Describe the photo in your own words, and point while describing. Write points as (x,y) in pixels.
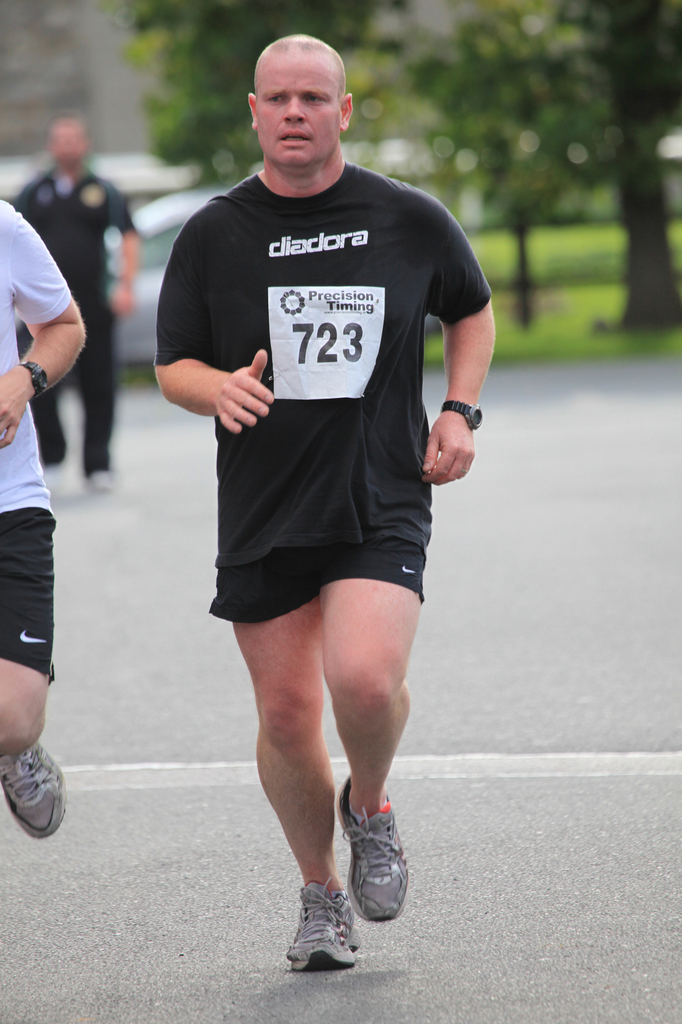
In this image there are two persons (215,300) running on a road (566,426), in the background (567,181) there are trees (542,141) and it is blurred.
